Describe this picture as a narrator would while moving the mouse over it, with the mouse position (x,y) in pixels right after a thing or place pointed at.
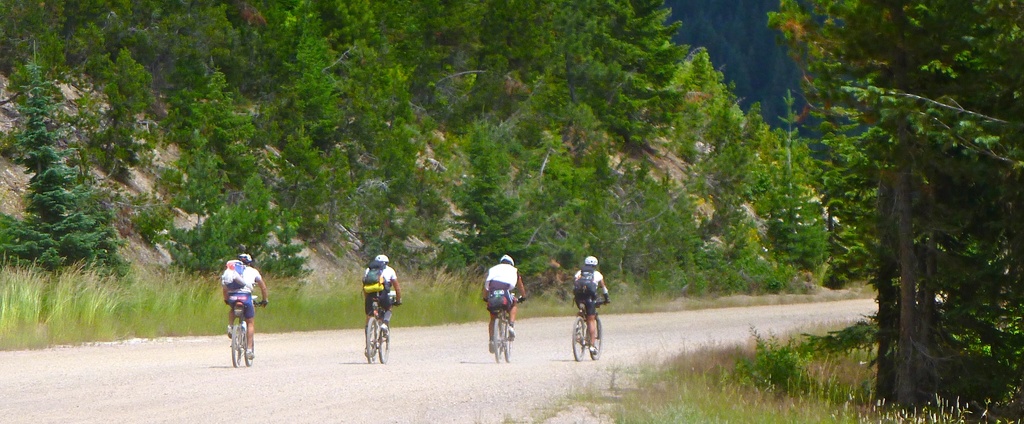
In this picture in the center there are persons (248,309) riding bicycle (580,337). In the front (766,405) there's grass (766,405) on the ground (792,407). On the right side (942,218) there are trees (933,219). In the background (473,93) there are trees (610,137) and there's grass (459,302) on the ground (40,414).
